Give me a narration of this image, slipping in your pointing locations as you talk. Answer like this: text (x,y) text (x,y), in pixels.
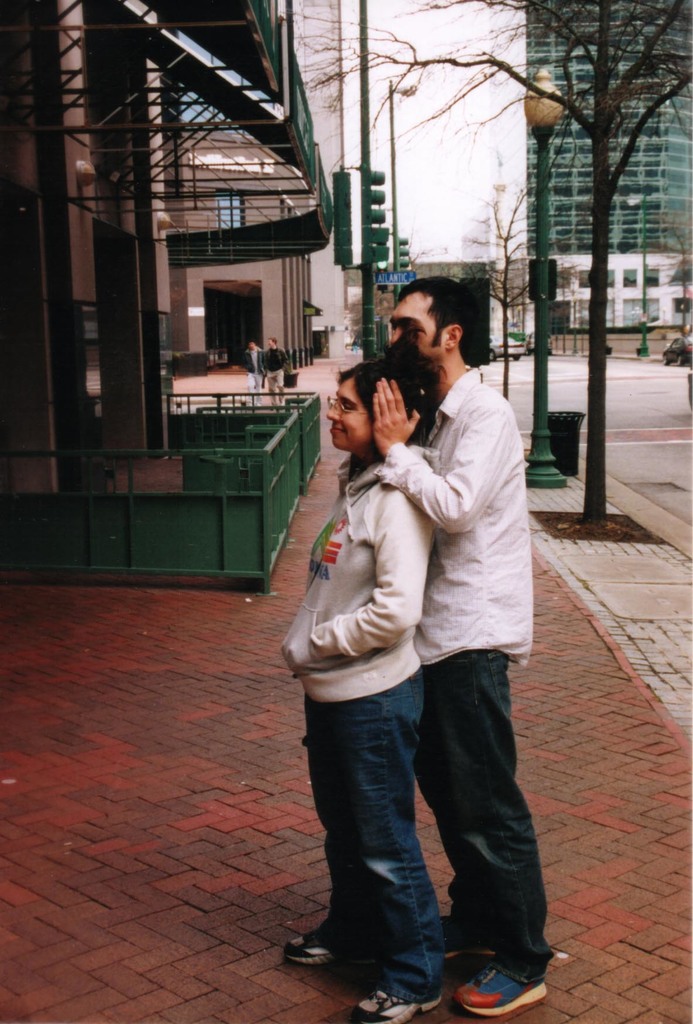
In the center of the image (393,353) there are two persons (435,711) standing on the pavement (561,895). In the background of the image (636,265) there are buildings (636,265), trees (602,56). There is a street light (542,88). There is a road (631,423).
